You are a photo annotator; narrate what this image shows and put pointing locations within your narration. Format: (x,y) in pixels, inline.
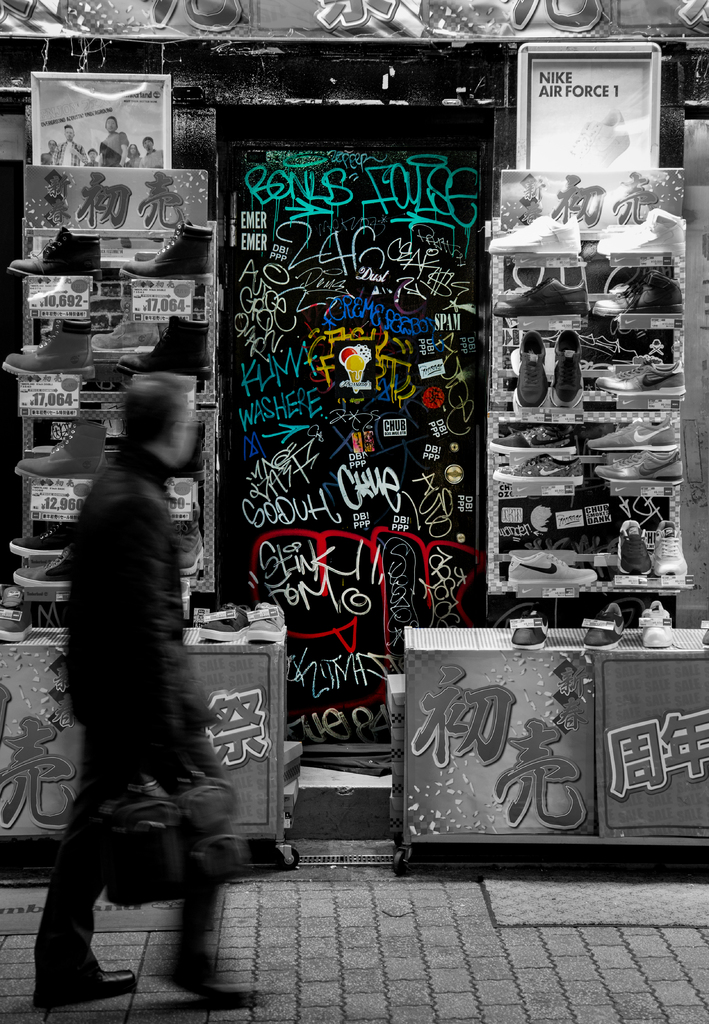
In this image we can see a man (160,511) is walking on the pavement (654,932). He is holding a bag (164,816) in his hand (186,777). In the background (613,469), we can see banners (3,720), tables (616,703) and shoes (535,353) with the tags (183,304).
